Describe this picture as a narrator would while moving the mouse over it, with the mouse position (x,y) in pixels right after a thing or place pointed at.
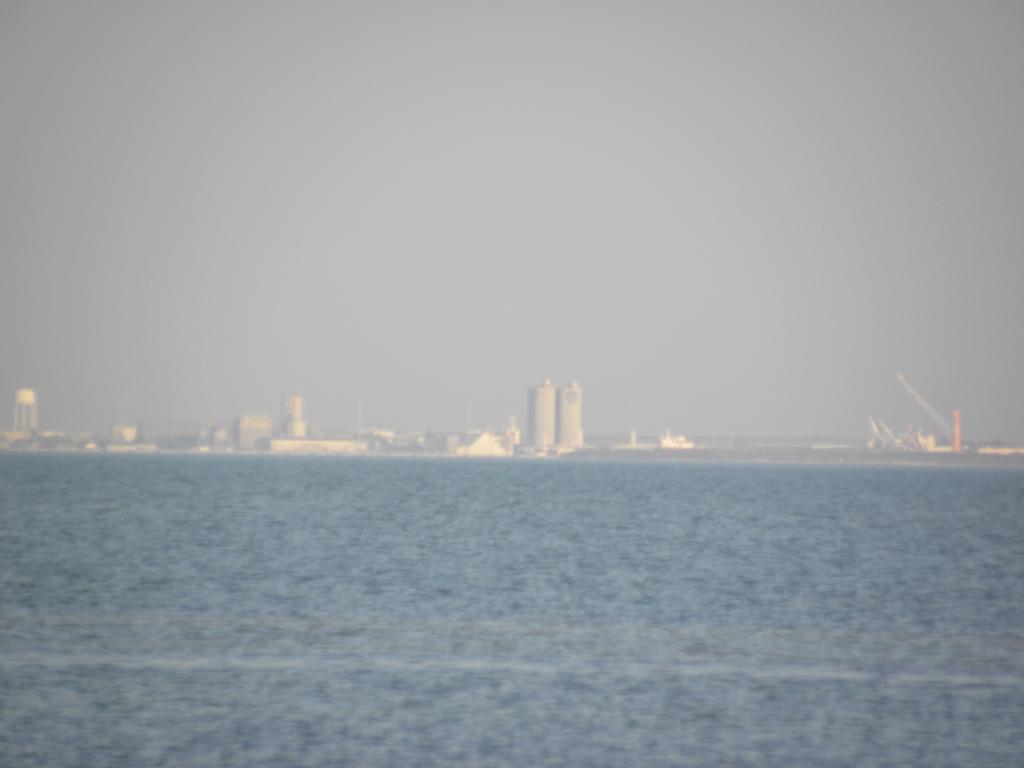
This image is taken outdoors. At the bottom of the image (368,581) there is a sea (693,607). At the top of the image (312,151) there is a sky (143,196). In the background (132,446) there are a few buildings (677,441).
